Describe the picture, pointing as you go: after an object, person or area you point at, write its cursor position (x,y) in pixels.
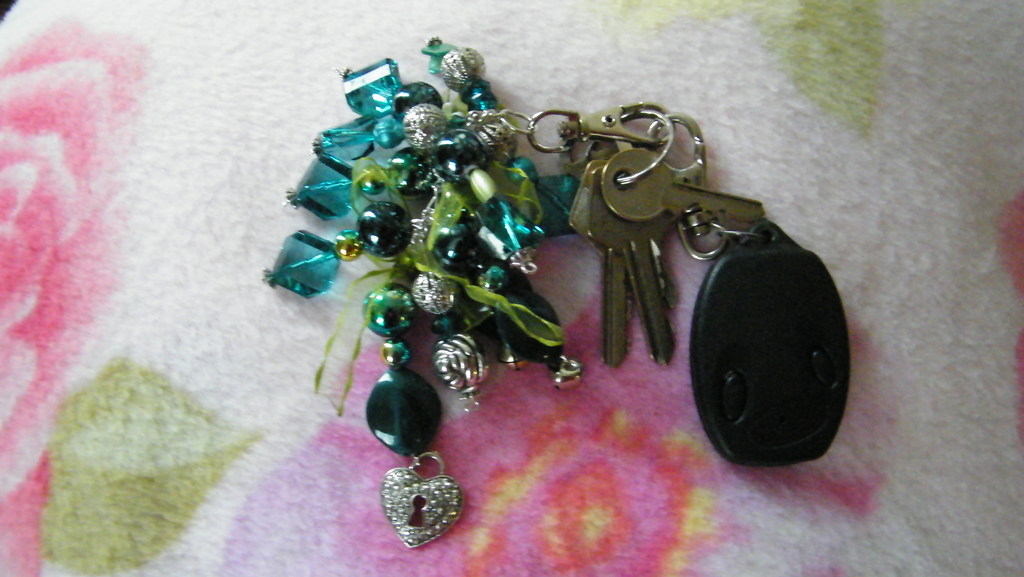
This picture shows few keys (577,216) to the keychain (560,115) and a remote (750,260) and a blanket (572,91).
